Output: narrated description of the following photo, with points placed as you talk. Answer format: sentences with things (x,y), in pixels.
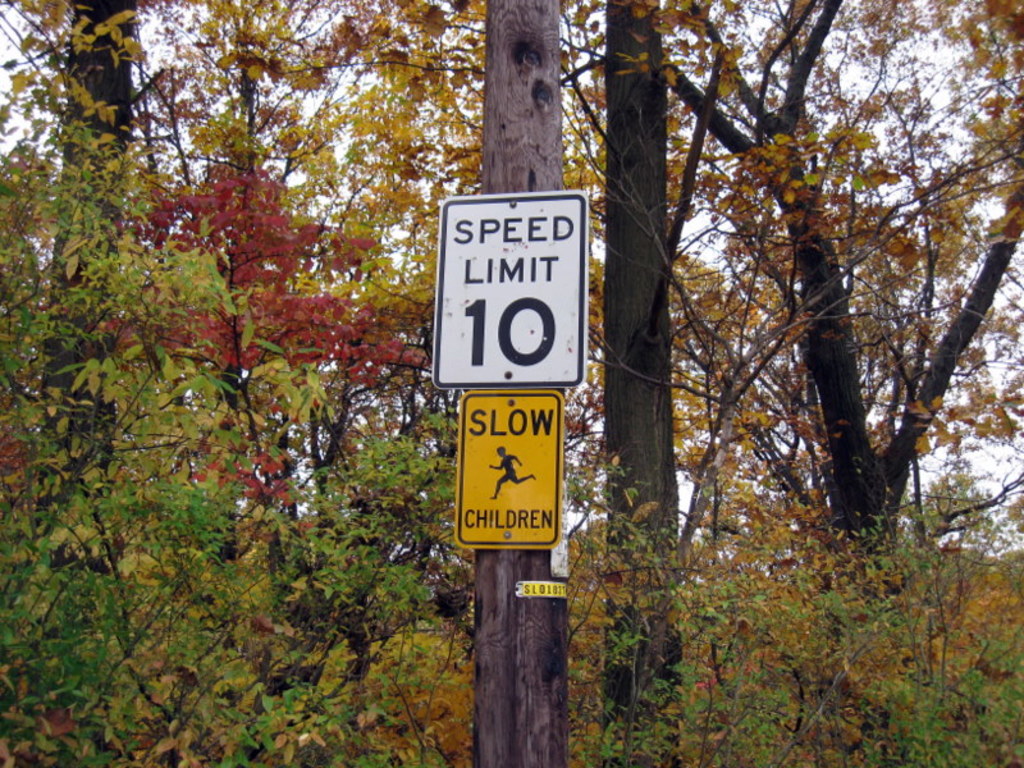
In this picture we can see a few sign boards (476,418) on a tree trunk (479,760). There are some trees (390,554) in the background (432,699).
